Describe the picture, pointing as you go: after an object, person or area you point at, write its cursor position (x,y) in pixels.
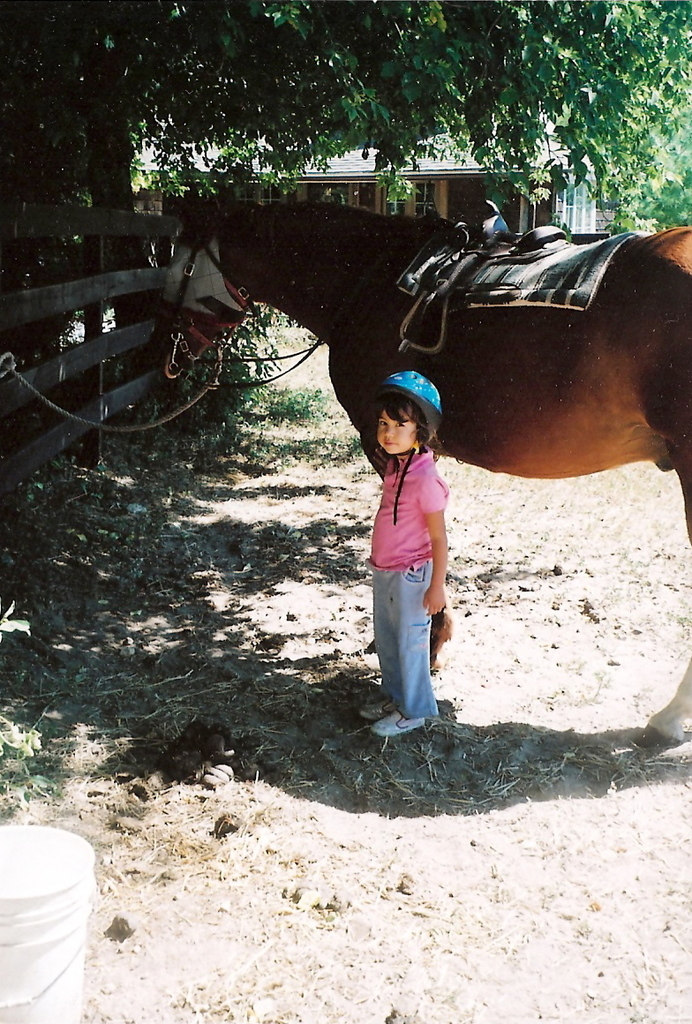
A girl (395,546) is posing to camera standing beside a horse (422,310).
